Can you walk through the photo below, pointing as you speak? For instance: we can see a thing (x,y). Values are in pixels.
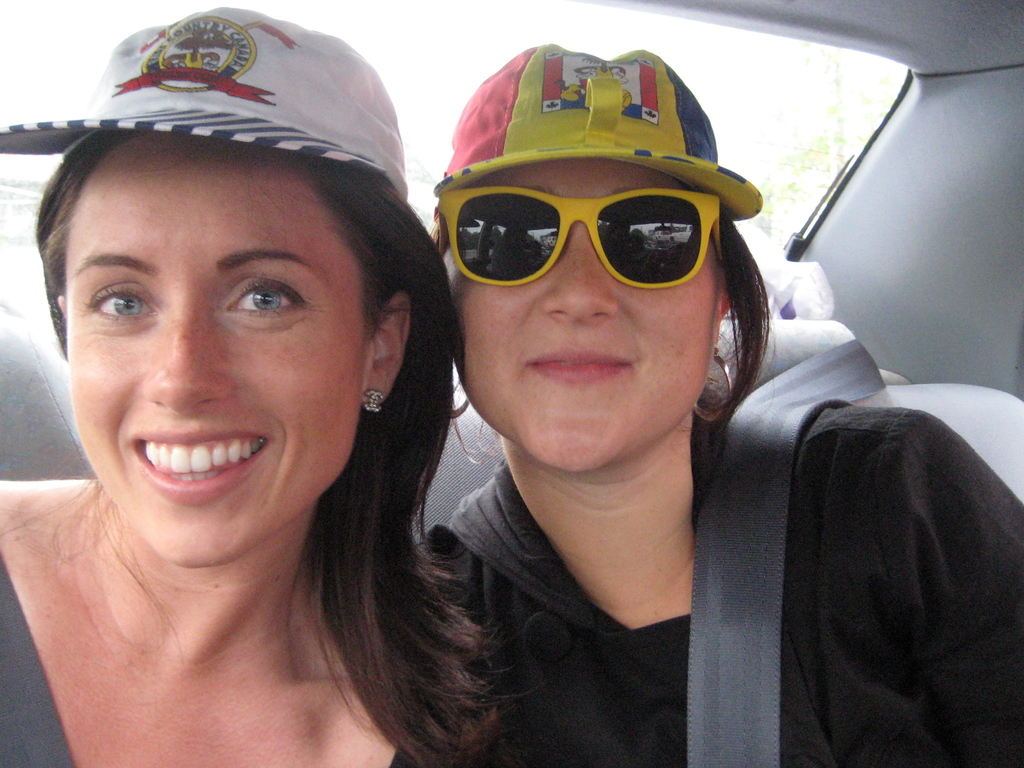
In this picture there are two girls (263,566) in the center of the image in a car (998,51) and they are wearing caps (605,113).
